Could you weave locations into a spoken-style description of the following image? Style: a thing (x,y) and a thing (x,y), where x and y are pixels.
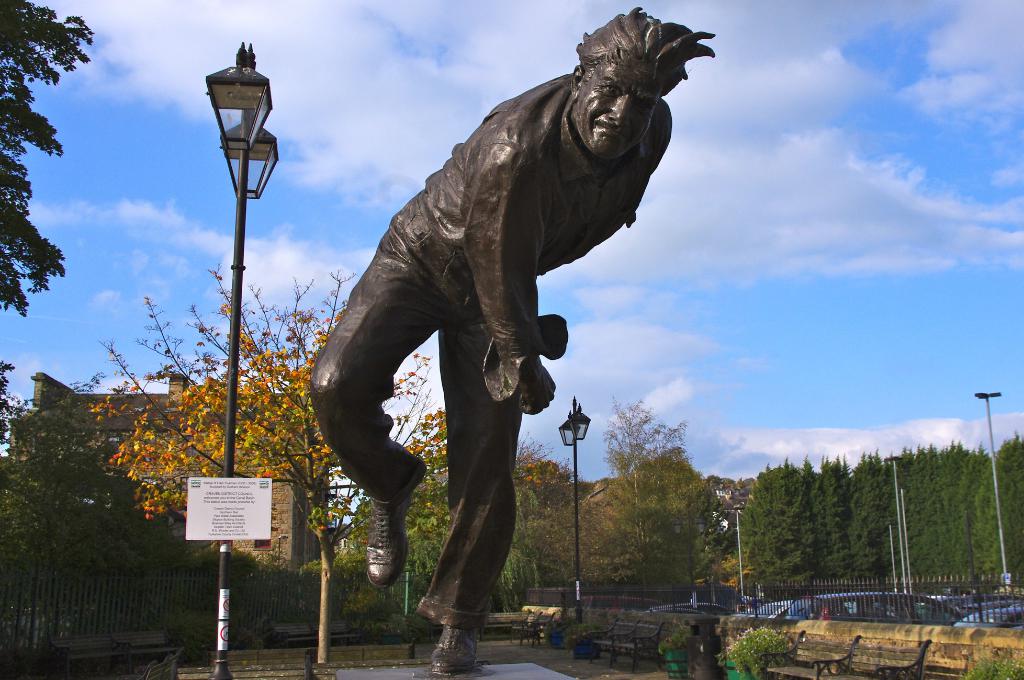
In the center of the image (510,267) there is a statue (482,598). There are benches (624,625), plants (737,646), street lights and we can see a metal fence (872,586). There are cars (879,618) parked on the road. In the background of the image (204,458) there are trees (271,413), buildings (52,405) and sky (848,308).
